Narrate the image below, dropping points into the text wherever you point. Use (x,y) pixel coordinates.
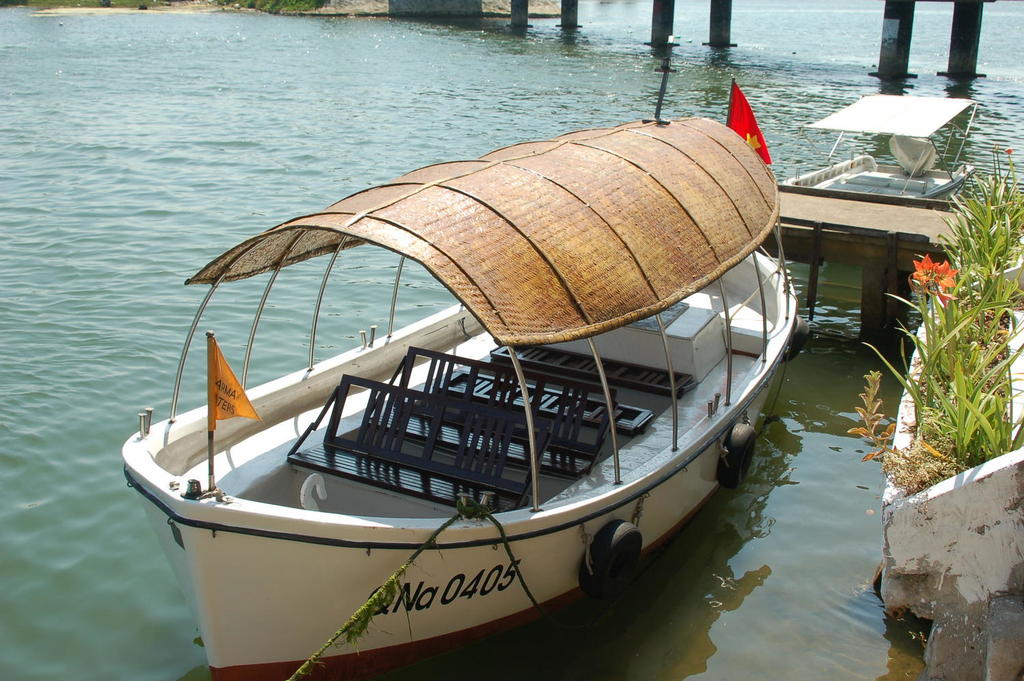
In this picture we can see a few boats (599,495) in water (787,140). There is a flag (750,120). We can see some plants (946,316) on the right side (928,264).
